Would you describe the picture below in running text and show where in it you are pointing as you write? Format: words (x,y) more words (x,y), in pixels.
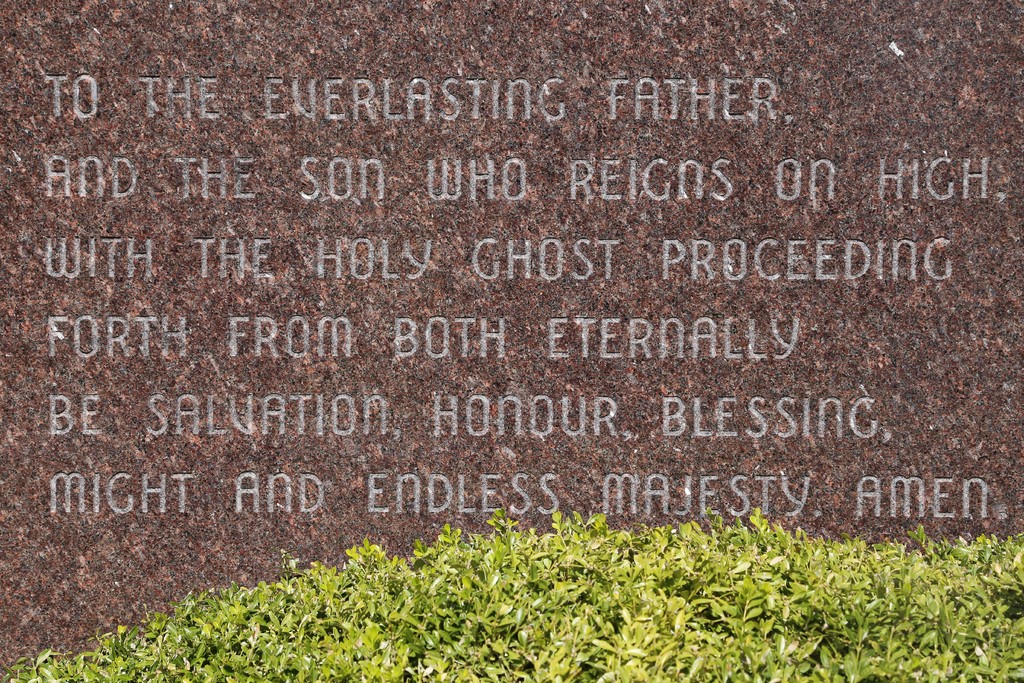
In this image I can see the plants (343,607) on the bottom of this image (701,586) and in the background (248,419) I can see a stone (492,233) on which there are words (150,250) written.
